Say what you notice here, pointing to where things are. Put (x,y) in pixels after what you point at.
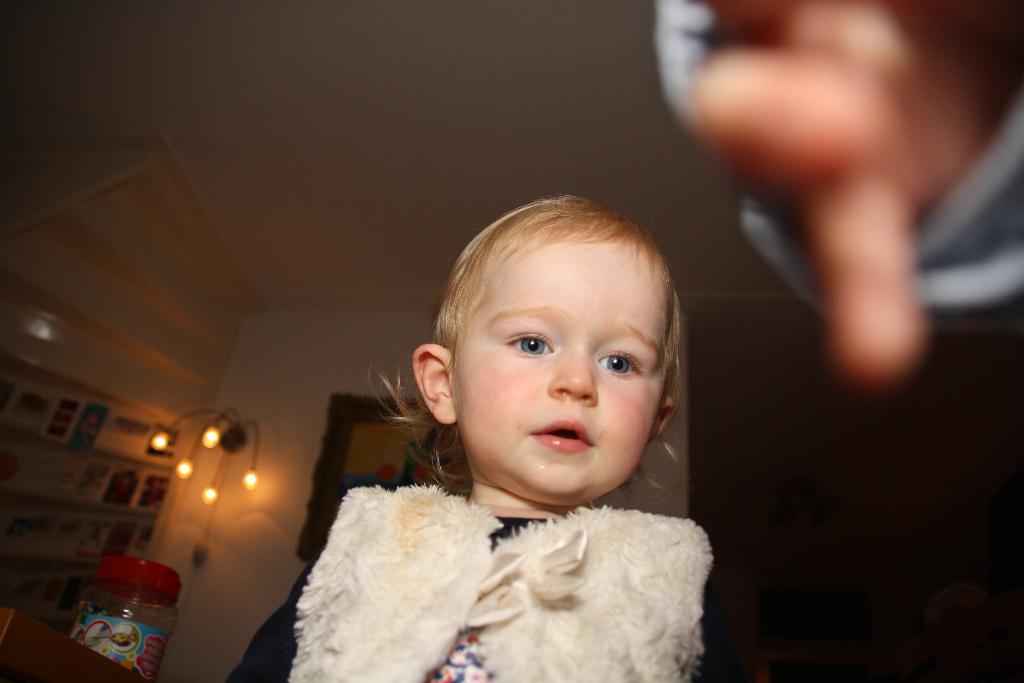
In this image we can see a kid (515,451) and a person's hand (845,265), there are some objects (120,490) on the shelves (74,465) and also we can see some lights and a bottle (126,601), in the background (297,335) we can see the wall (367,312).
